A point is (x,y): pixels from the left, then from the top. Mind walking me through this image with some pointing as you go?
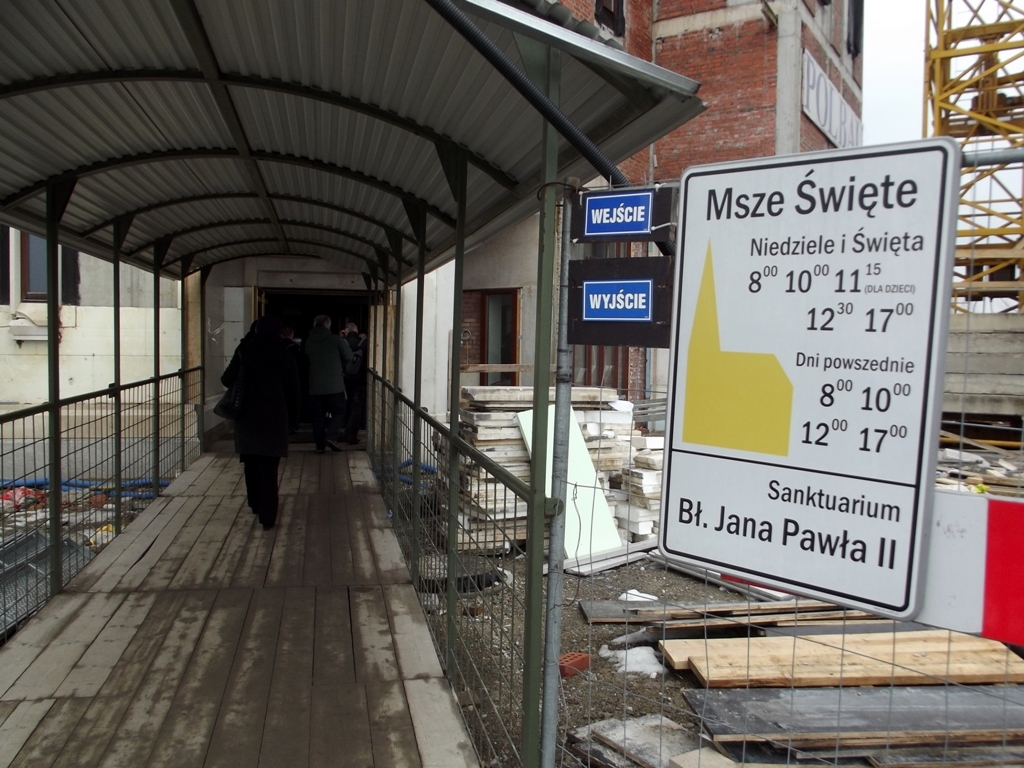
In this image we can see buildings (654,7), construction crane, sky (899,126), information boards (701,543), persons (260,387) walking on the walkway bridge (316,537), grills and shed (238,176).
